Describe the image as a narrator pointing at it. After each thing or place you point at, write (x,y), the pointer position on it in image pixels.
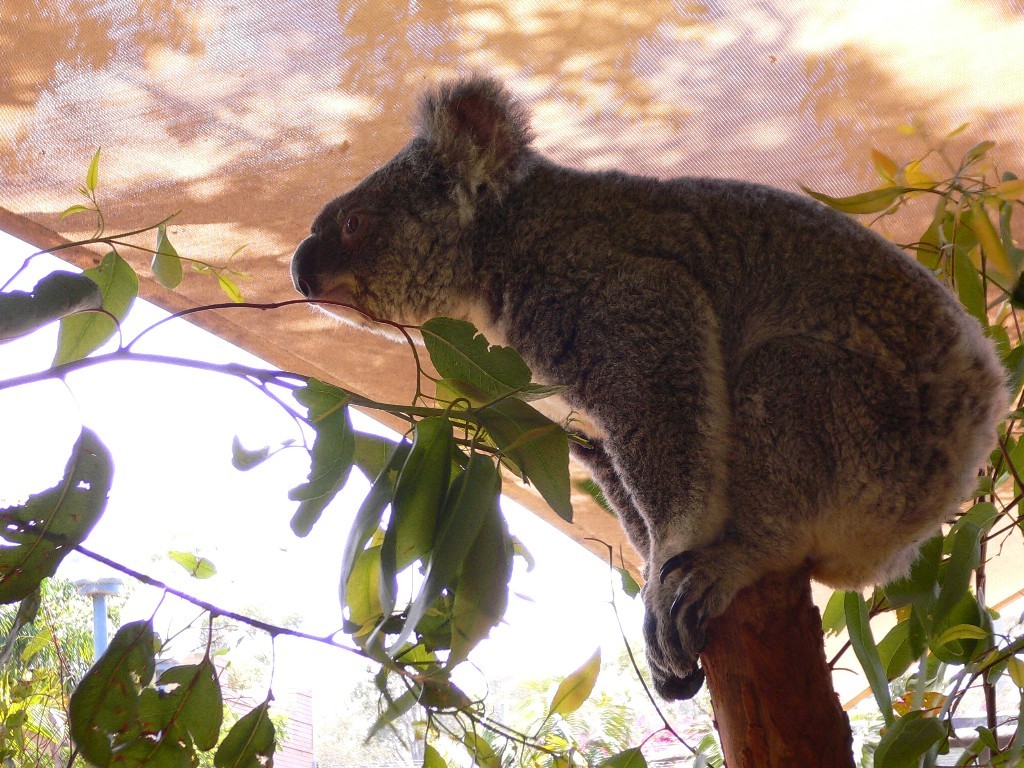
In this image there is an animal (697,652) under a tent (250,125) and sitting on the wooden pole (747,646), there are few trees (371,651) and buildings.
